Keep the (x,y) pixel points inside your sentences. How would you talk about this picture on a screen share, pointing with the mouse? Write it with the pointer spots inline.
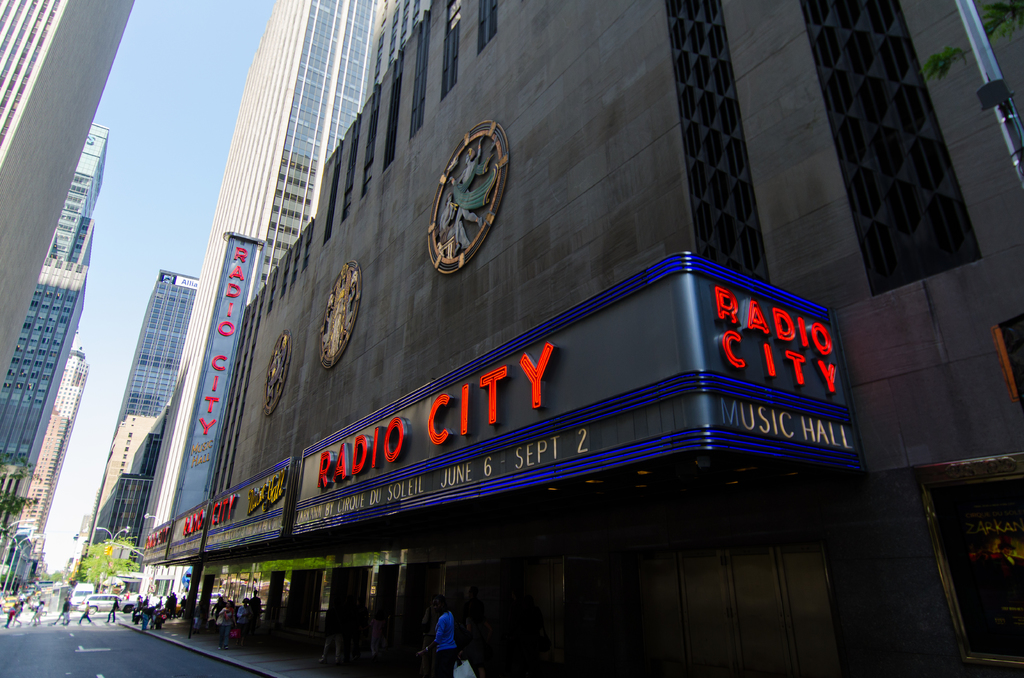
In this image I can see buildings (500,322). There are people (64,622), vehicles (109,603) and a tree (108,571) at the back (102,546). There is sky (189,33) at the top (174,68).
